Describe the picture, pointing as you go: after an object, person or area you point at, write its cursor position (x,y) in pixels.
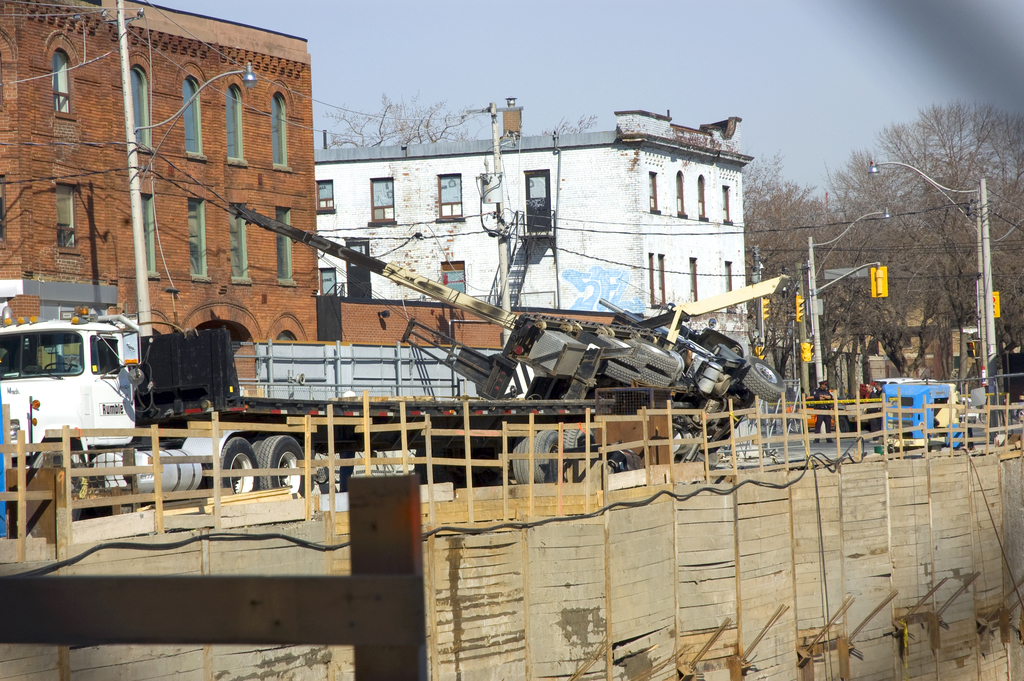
In this image I can see few vehicles (582,397) on the road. I can see two buildings (172,273). I can see few trees (834,212). At the top (556,77) I can see the sky (598,56).
